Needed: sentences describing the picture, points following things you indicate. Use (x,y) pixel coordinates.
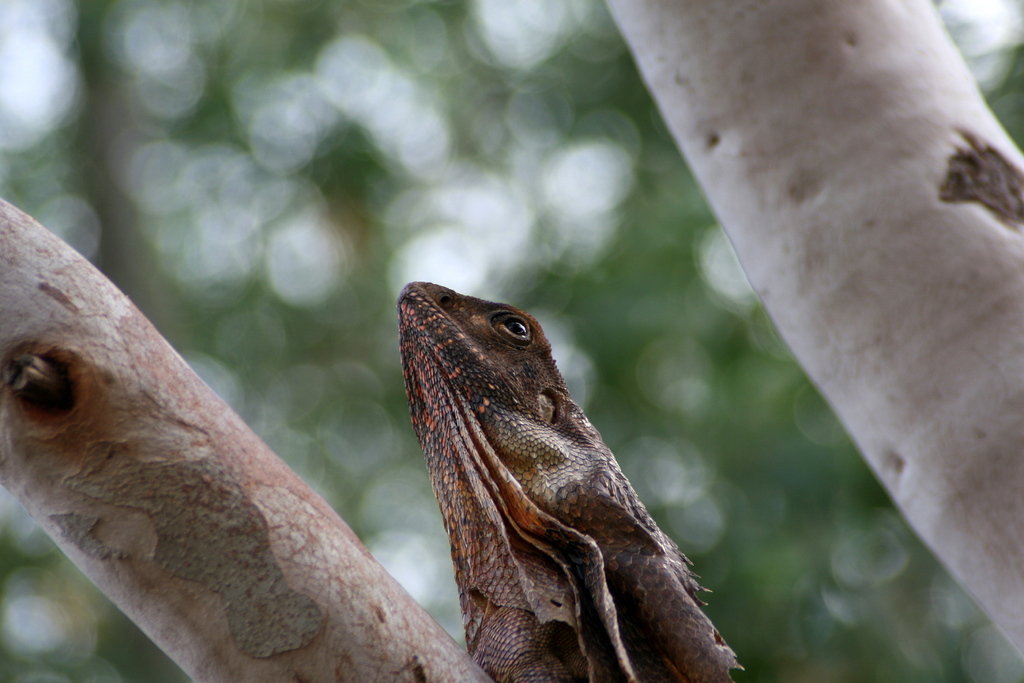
In this image we can see the trunks (100,571) of the tree (196,524), there is an animal (599,457) on a trunk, and the background (490,119) is blurred.
